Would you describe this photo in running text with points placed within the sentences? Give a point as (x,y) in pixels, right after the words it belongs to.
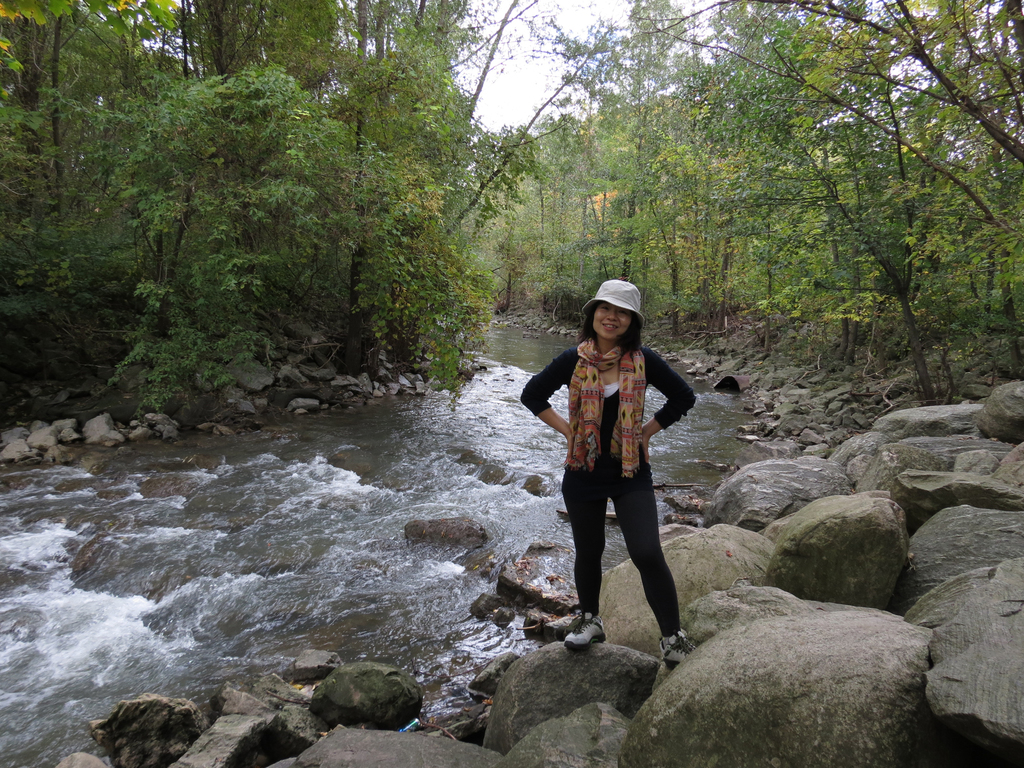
In this image we can see a woman (585,617) wearing black dress (632,495), scarf (637,400), hat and shoes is standing on the rocks (792,607). here we can see the water (334,438) flowing, trees (380,251) and the sky (491,102) in the background (564,108).
